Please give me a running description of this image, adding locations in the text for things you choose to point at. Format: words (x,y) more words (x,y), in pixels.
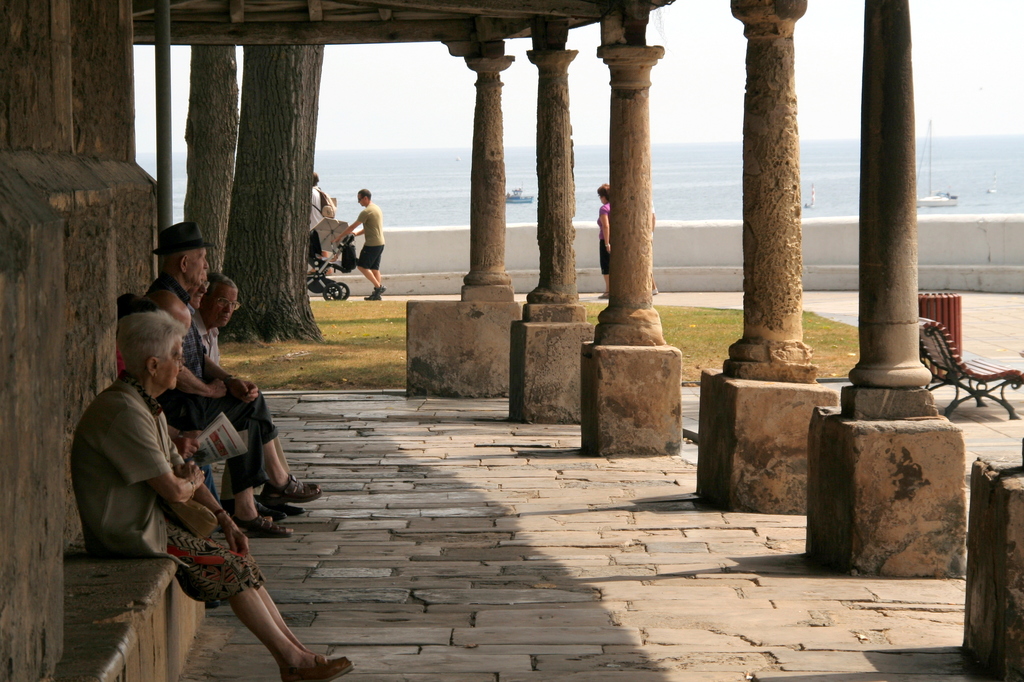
In this image I can see few people (131,500) sitting. The person (344,233) is holding trolley (334,221). We can see pillars (753,323) and bench (962,378). Back Side I can see water (951,187) and a ships (946,201). The sky (701,62) is in white color. We can see a trees (276,178).
